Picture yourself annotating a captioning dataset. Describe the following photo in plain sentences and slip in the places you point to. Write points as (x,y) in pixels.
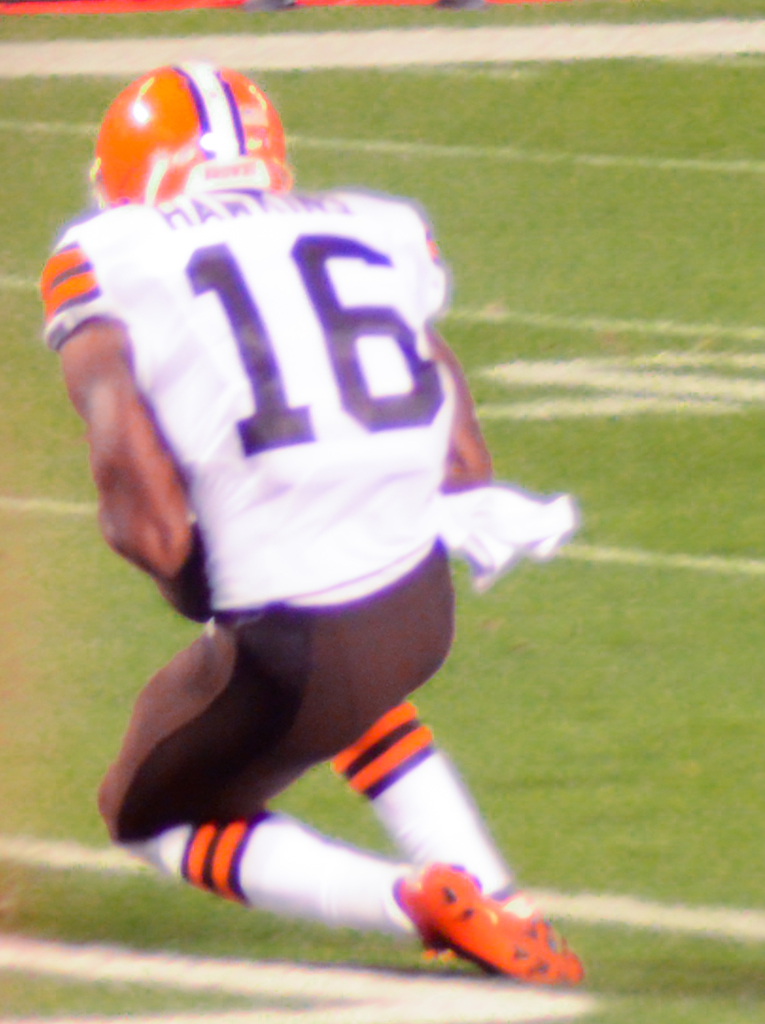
In this image I can see a person (300,514) wearing white, black and orange colored dress (316,682) and the ground (621,575) which is green and white in color.
